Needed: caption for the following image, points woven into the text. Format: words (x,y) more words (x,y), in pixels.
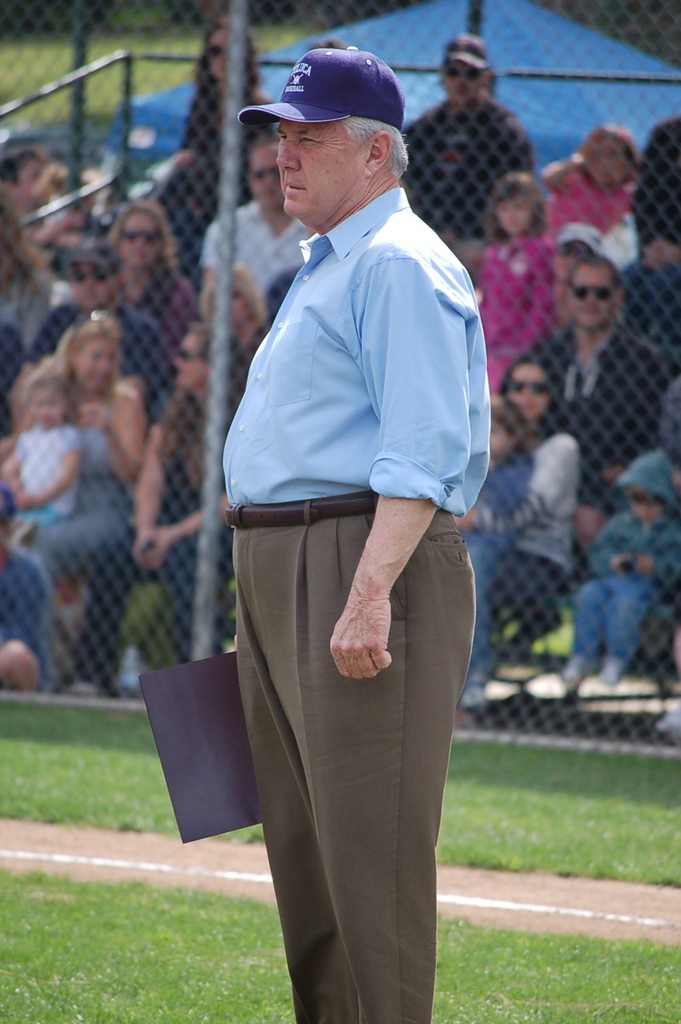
In this picture we can observe a man (310,477) standing in the ground (180,886) holding black color board (184,745) in his hand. We can observe violet color cap (325,95) on the head (346,148) of this person (328,208). In the background (86,253) we can observe fence (122,335) and some people (518,325) sitting in the chairs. There are men (115,302) and women (91,377) in this picture.
